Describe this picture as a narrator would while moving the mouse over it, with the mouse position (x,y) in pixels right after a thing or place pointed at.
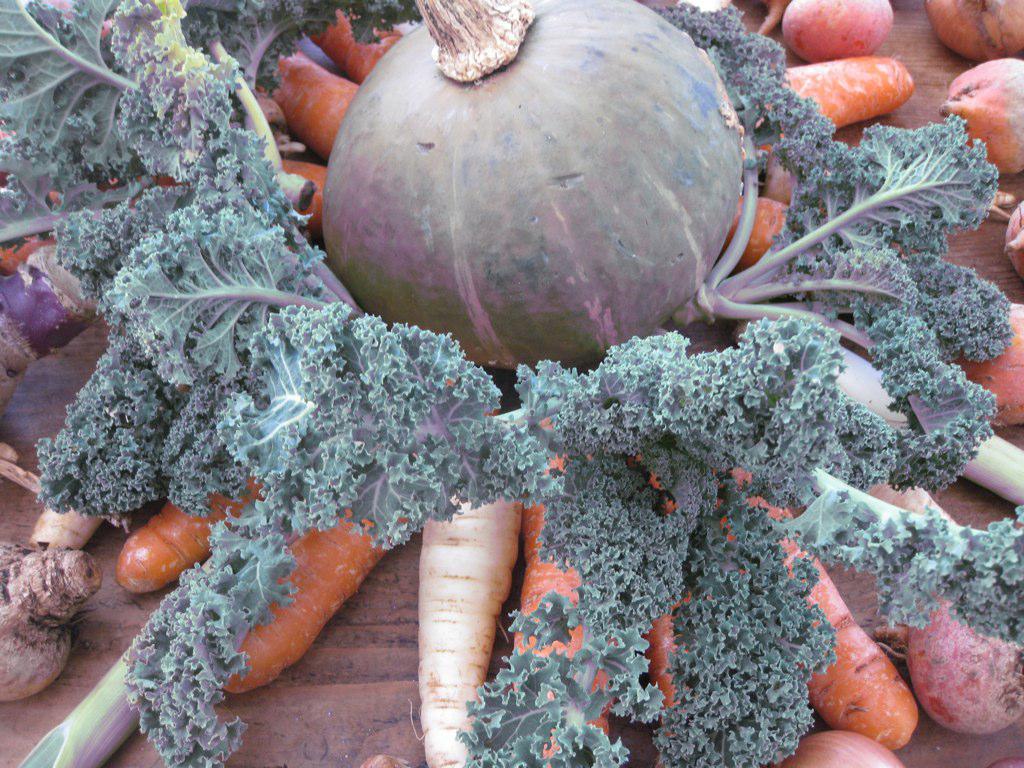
In the image we can see there are vegetables (513,343) kept on the table (265,711). There are carrots (258,651), radish (490,574), pumpkin (641,54), turnip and kale (471,369) kept on the table (369,718).
